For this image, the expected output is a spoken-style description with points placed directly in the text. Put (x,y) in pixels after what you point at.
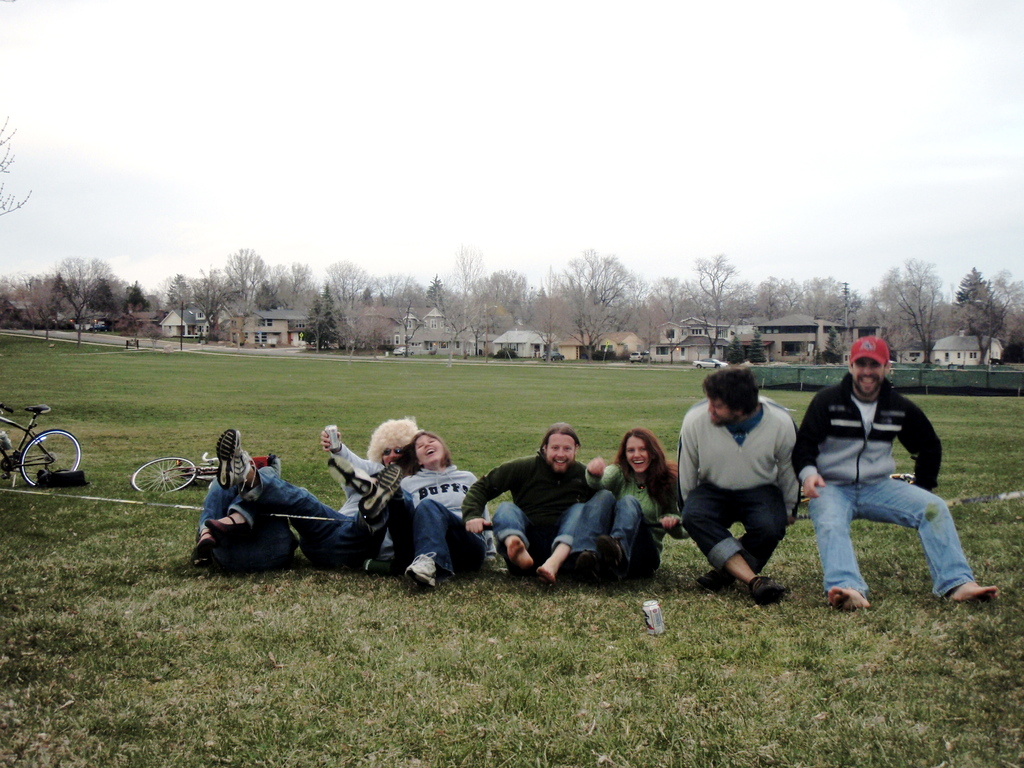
In this image we can see persons (838,501) sitting on a strap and some are sitting on the ground (149,537), bicycles (194,467), buildings (444,349), trees (474,321), roads (272,350) and sky (778,112).
